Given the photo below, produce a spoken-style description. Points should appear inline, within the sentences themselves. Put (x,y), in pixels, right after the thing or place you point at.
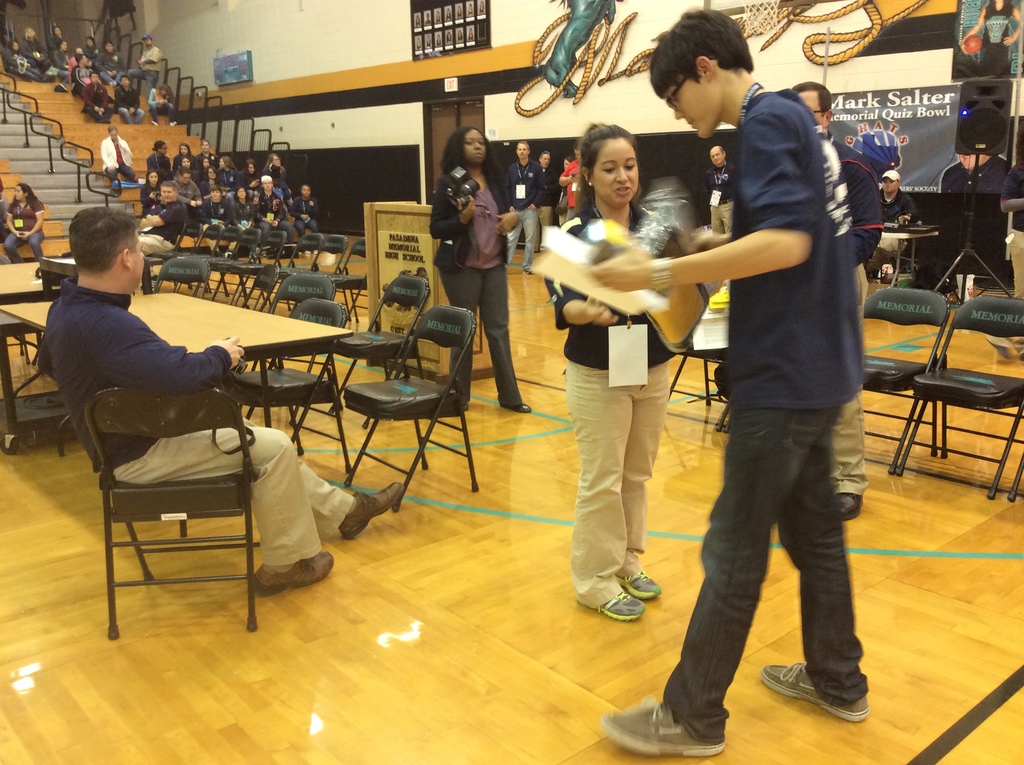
In this picture we have a group of people (826,115) standing and another group of people (221,186) sitting in the chairs (198,264) and in the back ground (906,134) we have banner (901,152), speaker (988,90), chair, table (6,375).
